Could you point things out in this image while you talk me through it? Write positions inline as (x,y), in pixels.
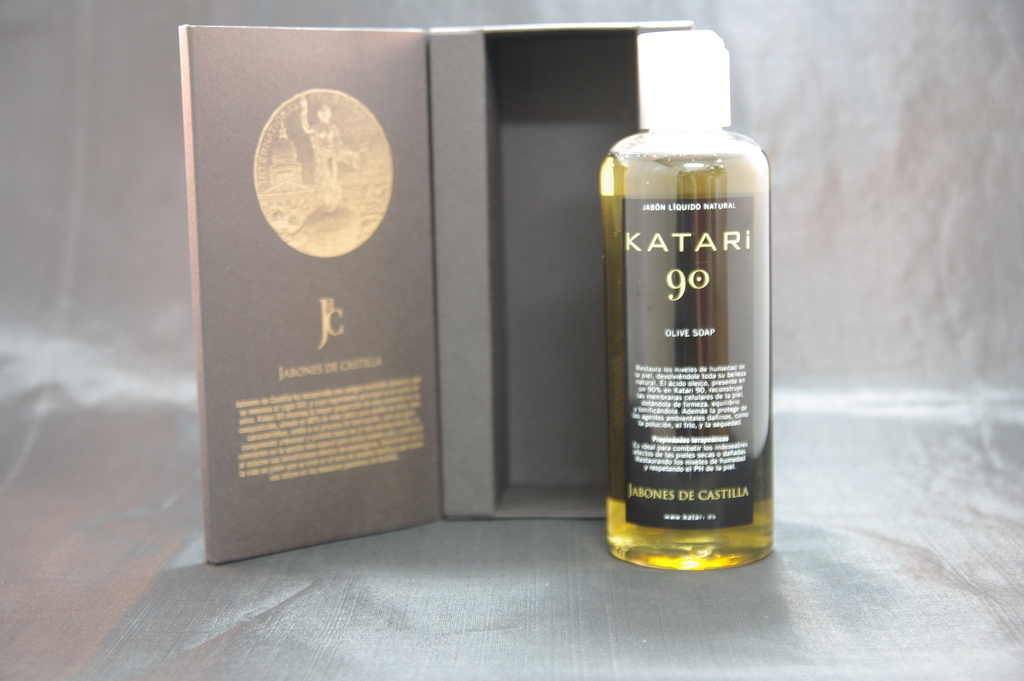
In this image we can see a box (549,316) with some text (388,453) on it and a bottle (726,439) with some liquid (615,272) inside it which are placed the surface (410,592).
